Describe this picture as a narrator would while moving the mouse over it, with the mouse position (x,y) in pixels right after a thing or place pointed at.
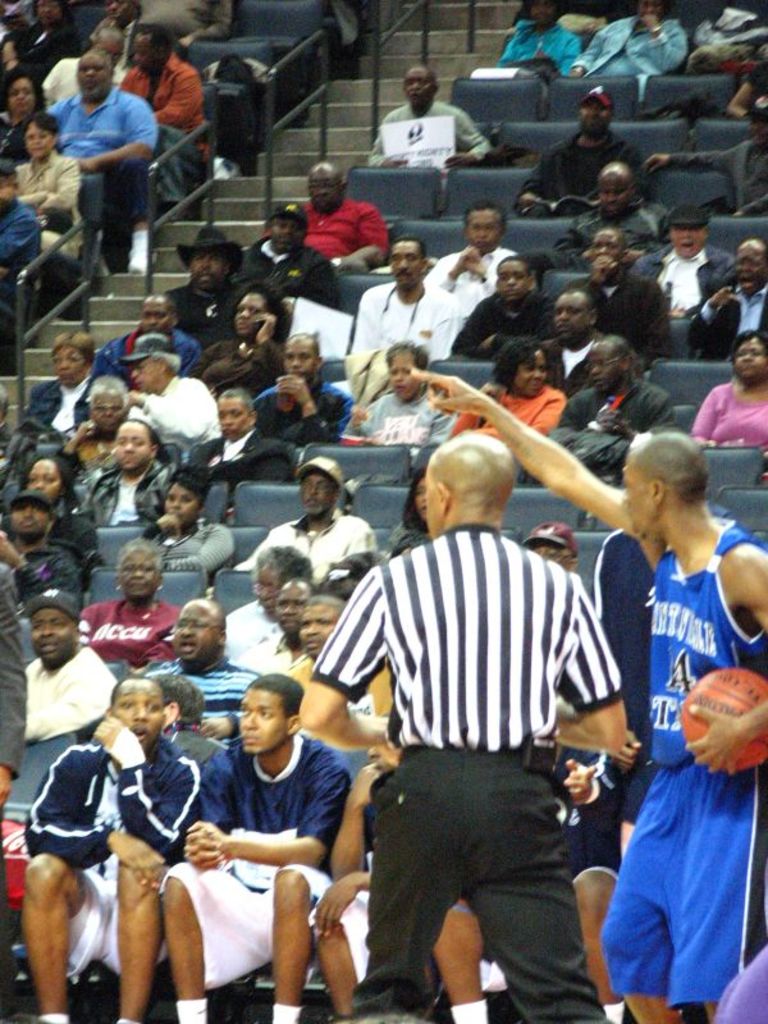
In this image there are a group of people (127,642) who are sitting on chairs (556,126), and there is a railing (269,210) and staircase (400,80). In the foreground (415,781) there are some people (338,788) who are wearing jersey (683,678), and one person (682,666) is holding a ball (694,721).
